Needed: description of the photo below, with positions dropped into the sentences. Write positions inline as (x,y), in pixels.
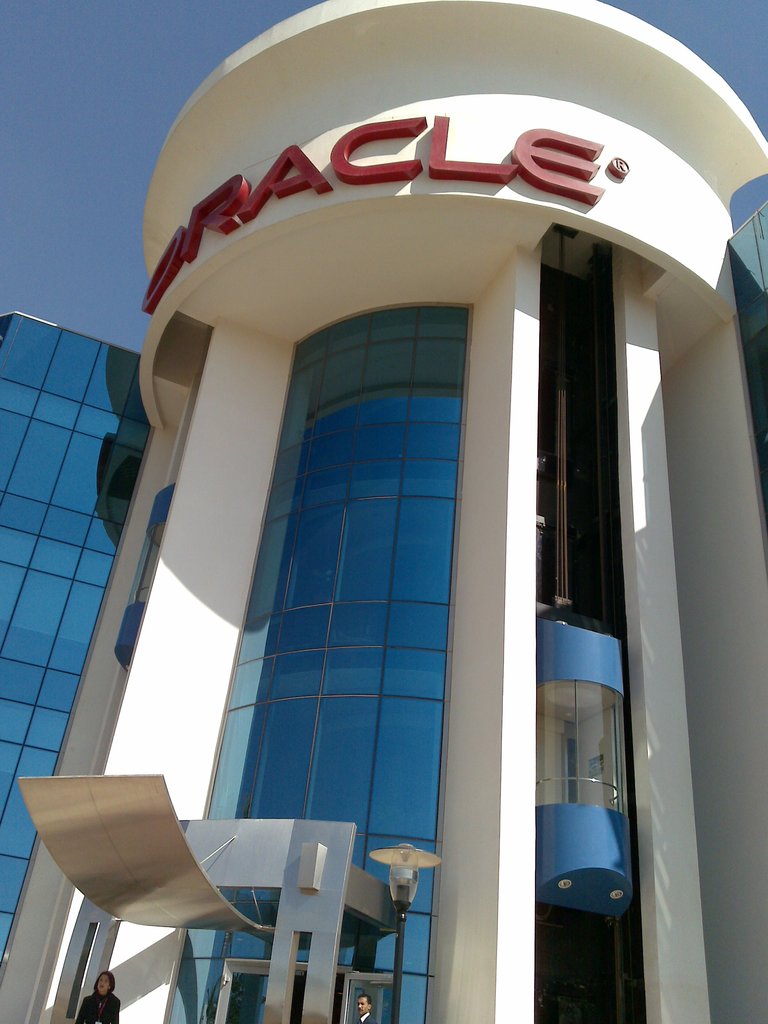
The picture consists of a building (91,620). At the bottom (110,1001) there are people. On the right (595,682) there is a lift (597,674). At the top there is text (296,180).
